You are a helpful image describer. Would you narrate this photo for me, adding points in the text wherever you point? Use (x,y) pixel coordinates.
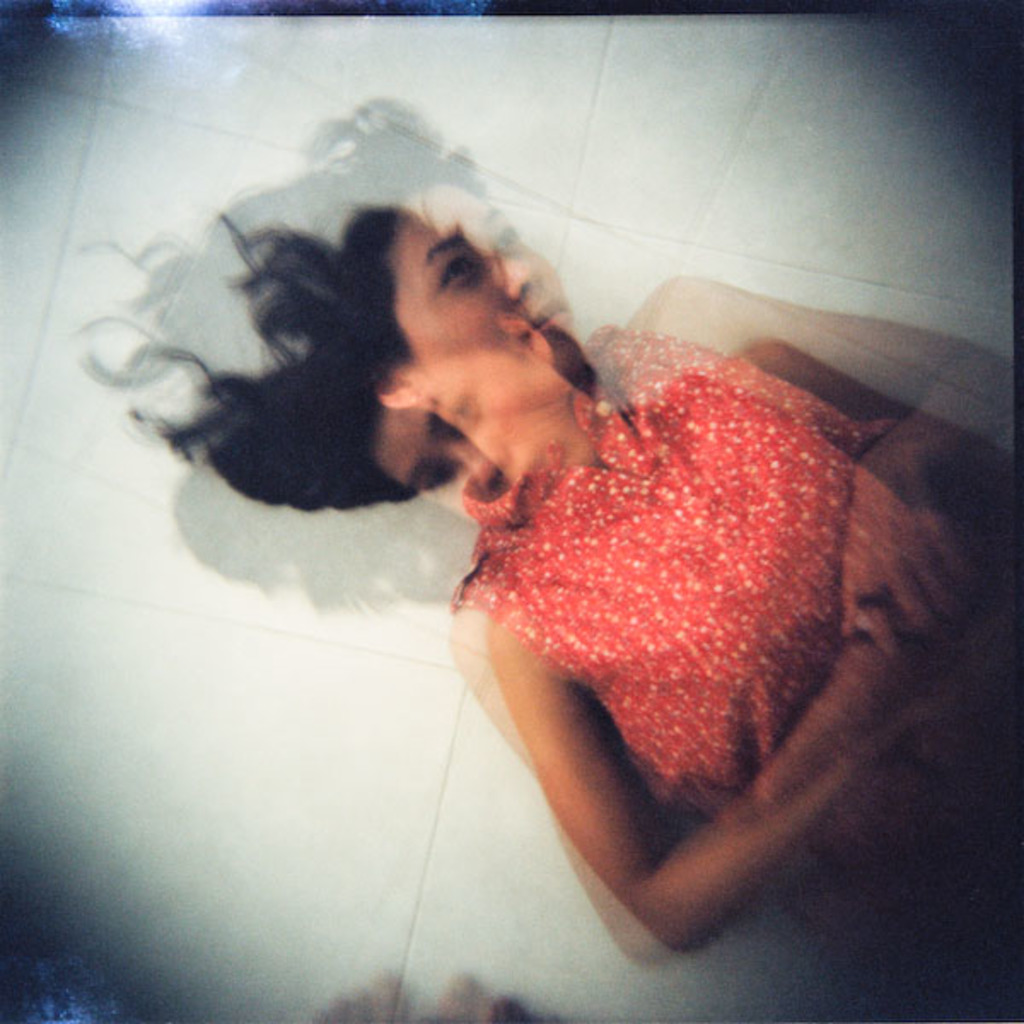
In this image I can see a person (594,518) wearing orange color dress (758,575). Background (364,832) is in white color.
